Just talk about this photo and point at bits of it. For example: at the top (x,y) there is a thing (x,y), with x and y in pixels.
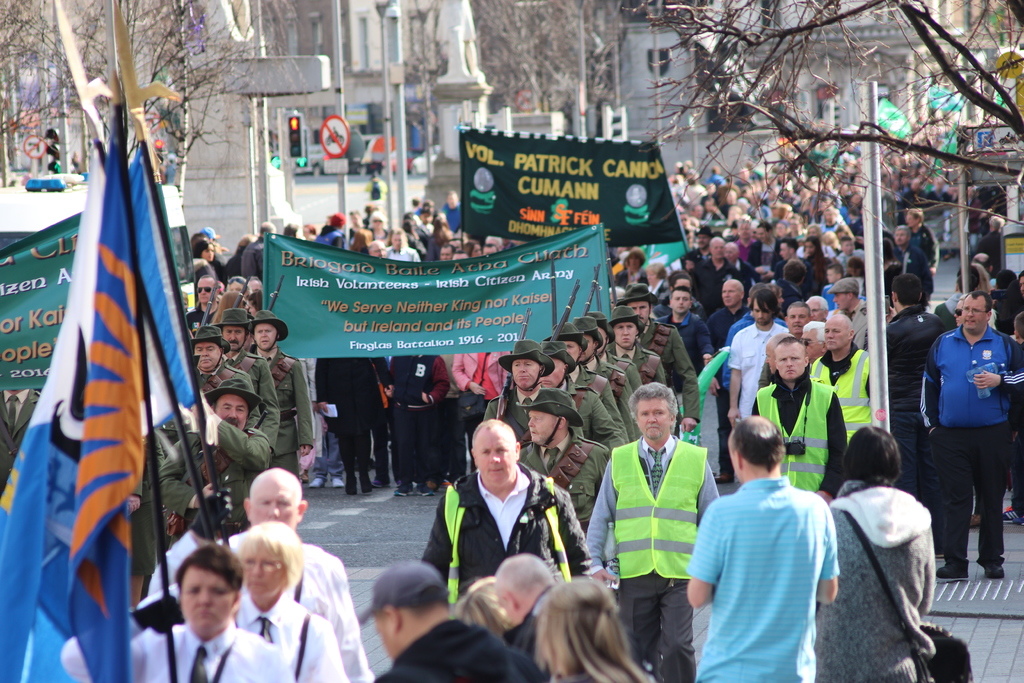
There are persons (776,276) in different color dresses (767,396), some of them are holding banners (289,240), some of remaining are holding flags (125,323) on the road (321,505). In the background (920,44), there are trees (989,164), there are poles (343,189) and there are buildings (312,38).
